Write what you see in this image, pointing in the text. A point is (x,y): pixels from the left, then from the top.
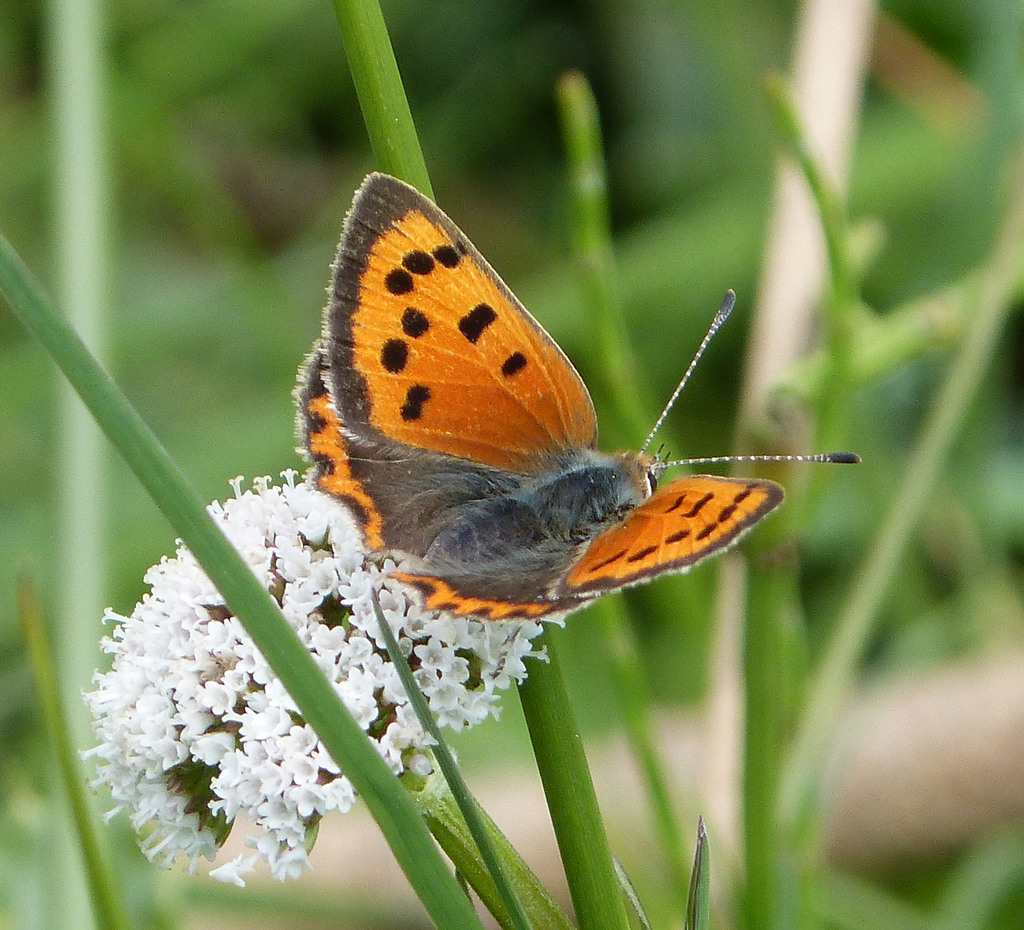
In this image in the foreground (415,628) there is one flower (349,686), on the flower (356,584) there is one butterfly (548,448) and there are some plants (570,857). In the background (811,274) there are plants (766,231).
